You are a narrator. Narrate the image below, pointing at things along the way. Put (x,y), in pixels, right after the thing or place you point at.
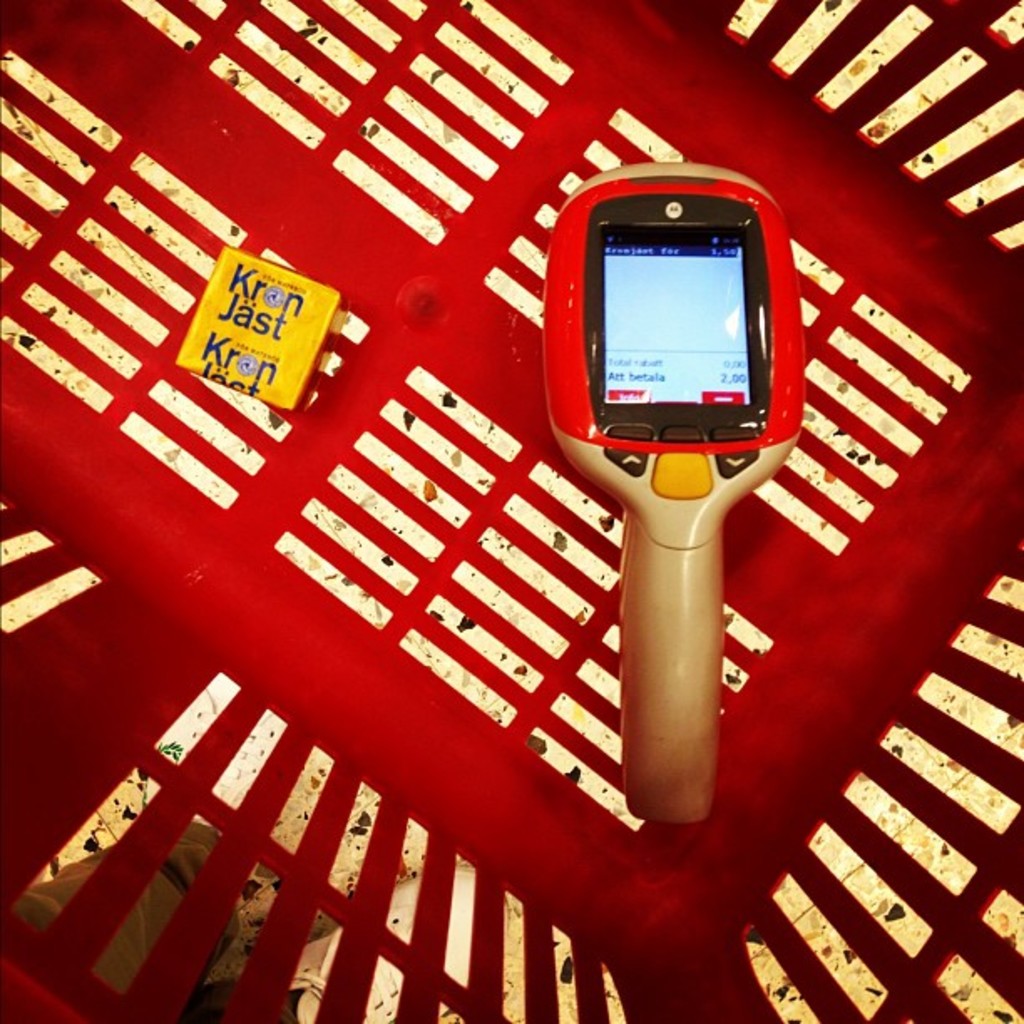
In this image there is a machine (563,395) having a screen (734,259) and a box (331,307) are in the basket (345,224). Behind the basket (190,823) there is a person (165,882) wearing shoes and pant (201,865) is standing on the floor (176,728).
